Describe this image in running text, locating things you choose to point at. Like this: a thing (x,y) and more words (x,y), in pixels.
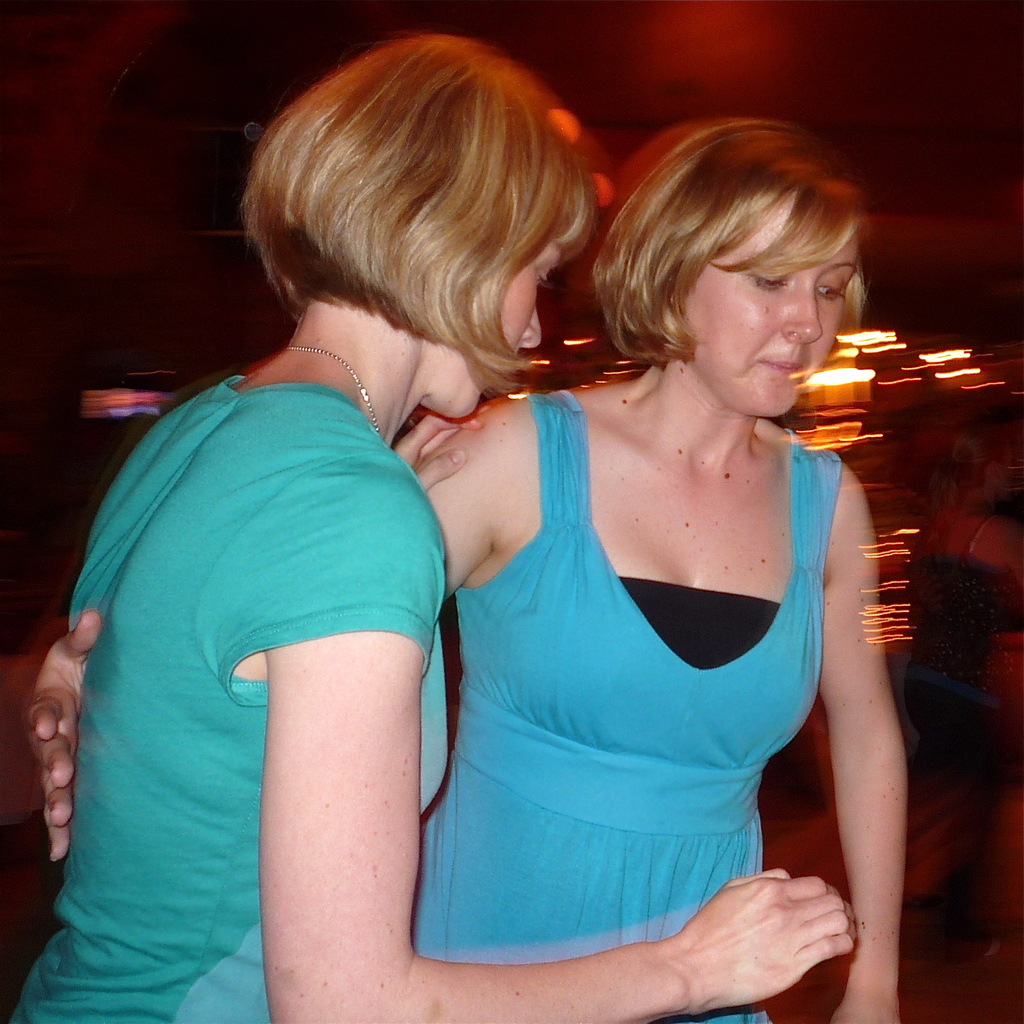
In the front of the image (601,708) I can see two women (637,823). In the background of the image (1002,360) it is blurry.
